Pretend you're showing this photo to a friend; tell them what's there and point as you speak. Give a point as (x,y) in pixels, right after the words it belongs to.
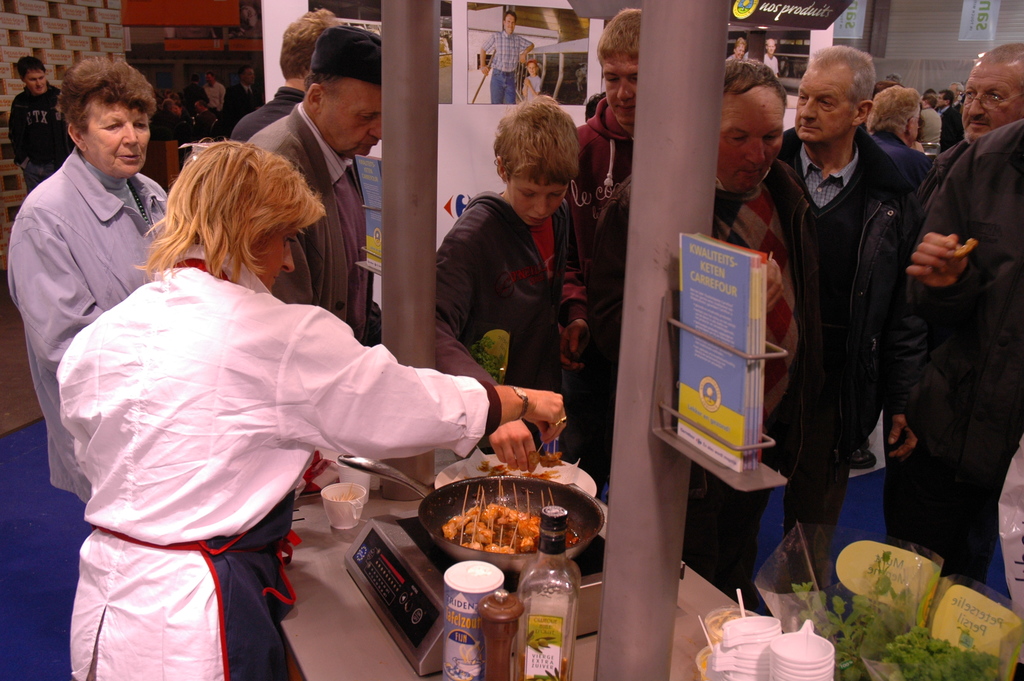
In this image we can see many people (786,200). There is a platform (375,650). On that there is an induction stove (395,611). There are bottles (446,582). Also there is a pan (458,504) with food item (475,520). There are cups (766,637) and some leaves (919,642). There are pillars (434,234). On the pillar (660,194) there is a stand (733,353) with papers (723,313). In the background (762,45) there are posters (549,23).
